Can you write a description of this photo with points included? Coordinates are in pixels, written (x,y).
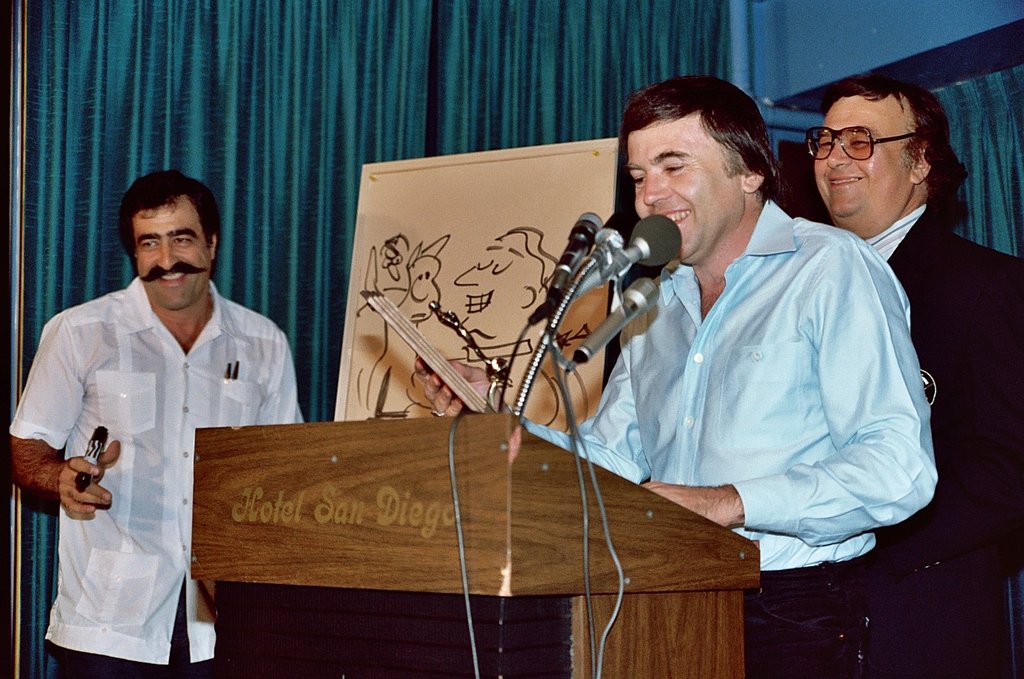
In this picture we can see a group of people (697,234), they are smiling, here we can see a podium (552,491), mics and in the background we can see a curtain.
